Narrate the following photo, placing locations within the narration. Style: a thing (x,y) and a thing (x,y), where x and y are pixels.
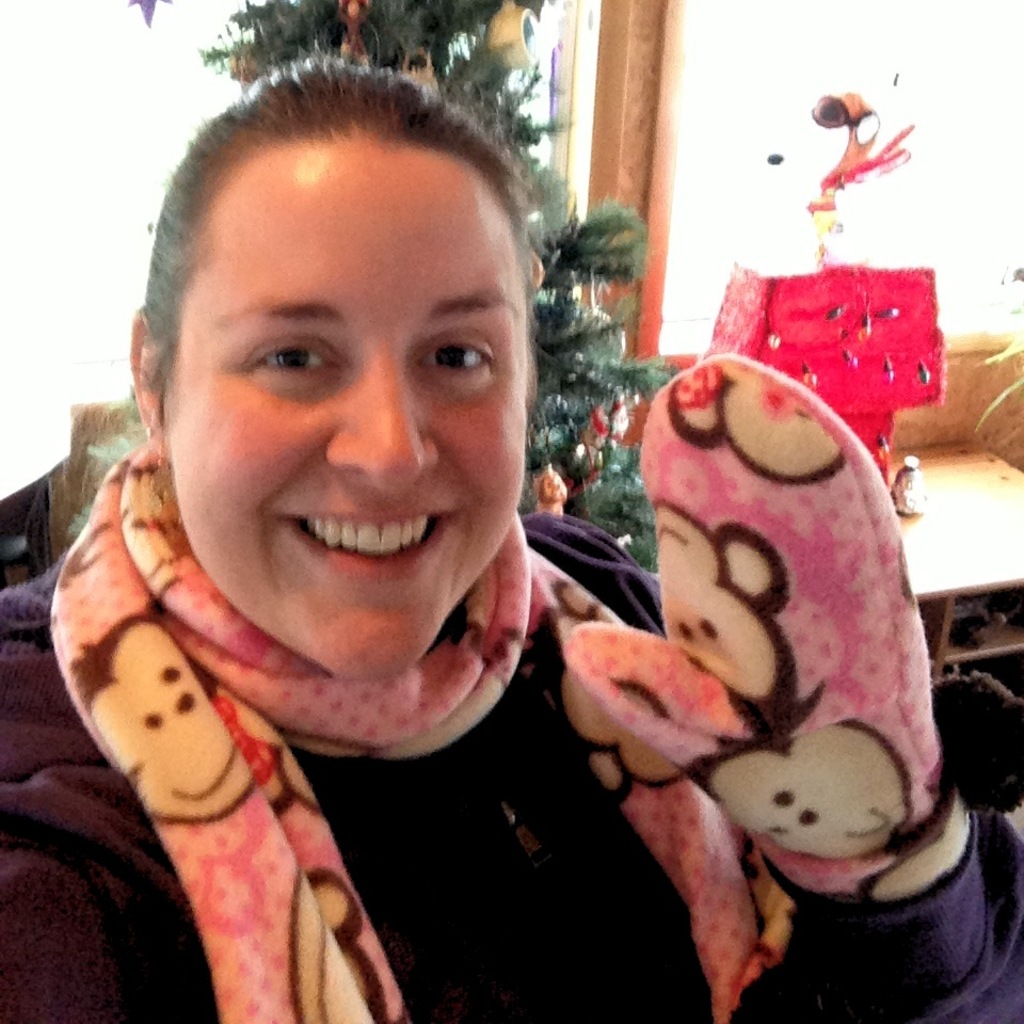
As we can see in the image there is a woman (505,494) wearing black color dress (373,850), Christmas tree (470,70), table (1018,549) and a window (928,159).
